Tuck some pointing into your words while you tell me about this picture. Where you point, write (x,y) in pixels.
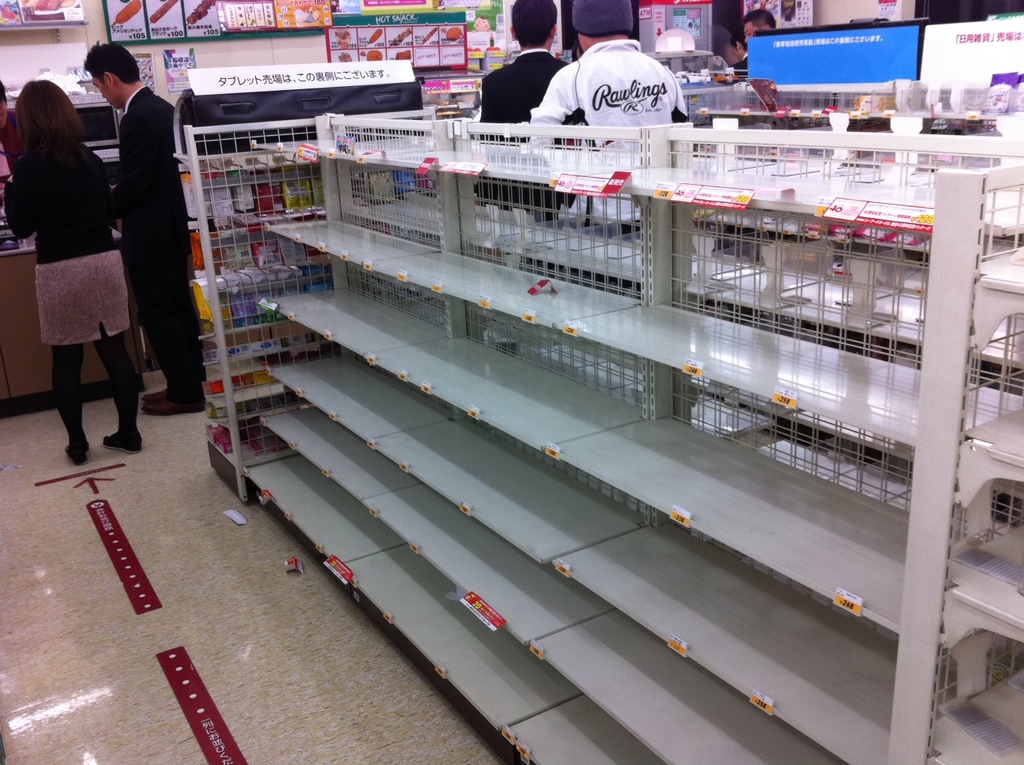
In this image there are few people (63,186) standing in front of checkout (16,336). Behind them there are food items (228,296) placed in a rack (219,223). Behind the rack (274,242) there are empty shelves (665,406). At the back side (409,50) there is a wall (255,44) with the photo frames (271,22) on it. At the bottom of the image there is a floor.
